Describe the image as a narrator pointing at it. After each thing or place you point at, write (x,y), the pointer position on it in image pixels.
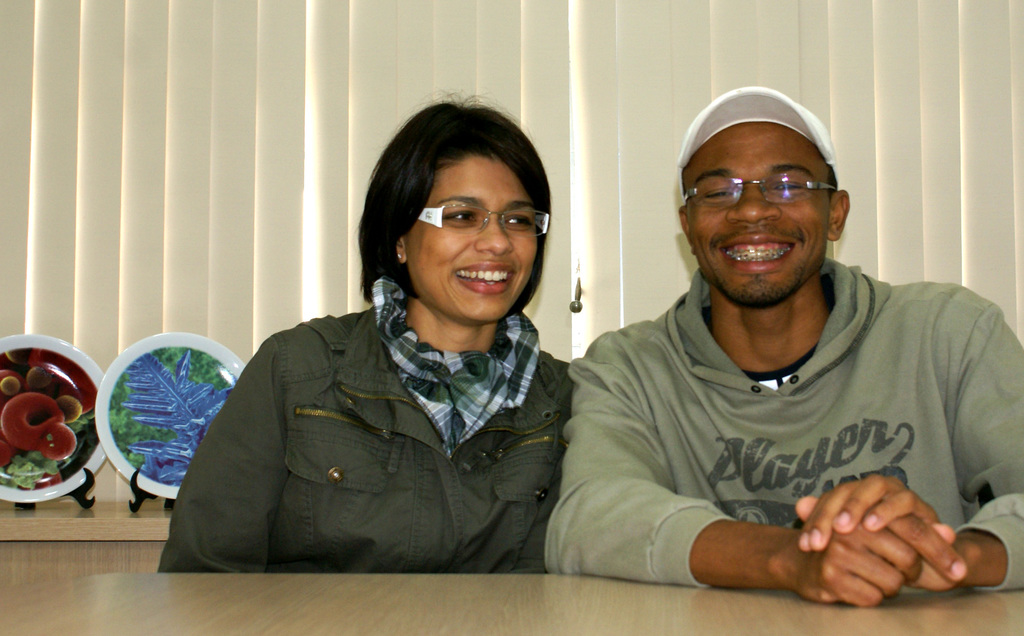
In the picture we can see a man (783,465) and a woman (303,465) sitting on the chairs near the desk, they are smiling and in the background (64,354), we can see a wooden wall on it, we can see some plates (11,412) are placed and behind it we can see a curtain (301,181).
